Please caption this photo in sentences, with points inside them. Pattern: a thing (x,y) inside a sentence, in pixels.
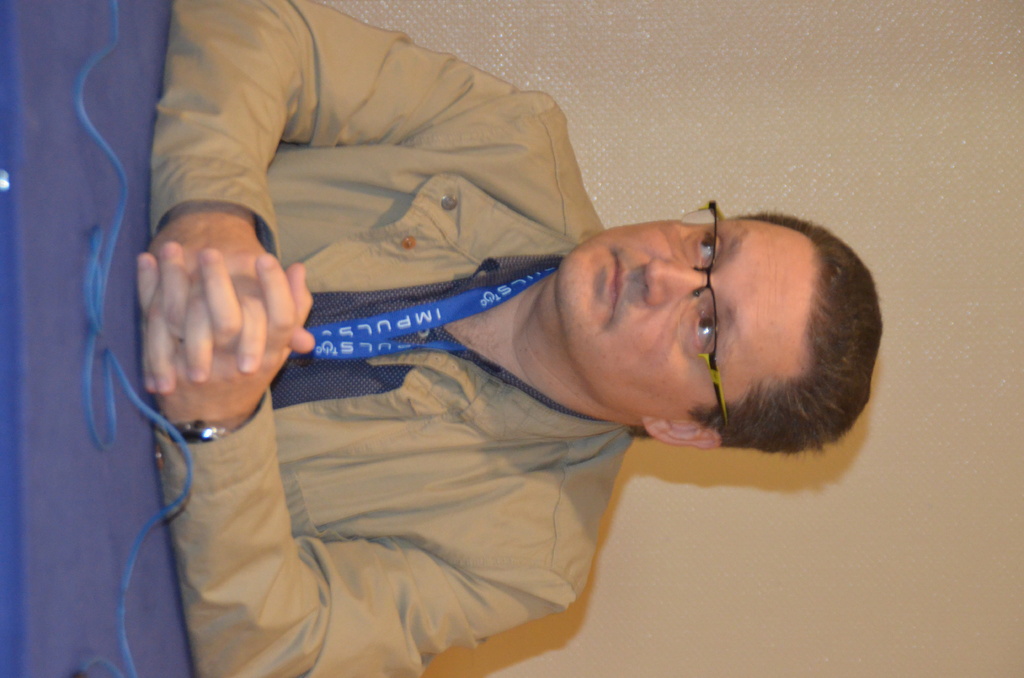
In this image we can see a man (557,388) is sitting. He is wearing a shirt (385,373). ID tag (401,343) and brown jacket (429,260). We can see a blue color surface (80,335) on the left side of the image (61,246) and a wire (91,321). It seems like a wall (714,117) in the background (740,553).
